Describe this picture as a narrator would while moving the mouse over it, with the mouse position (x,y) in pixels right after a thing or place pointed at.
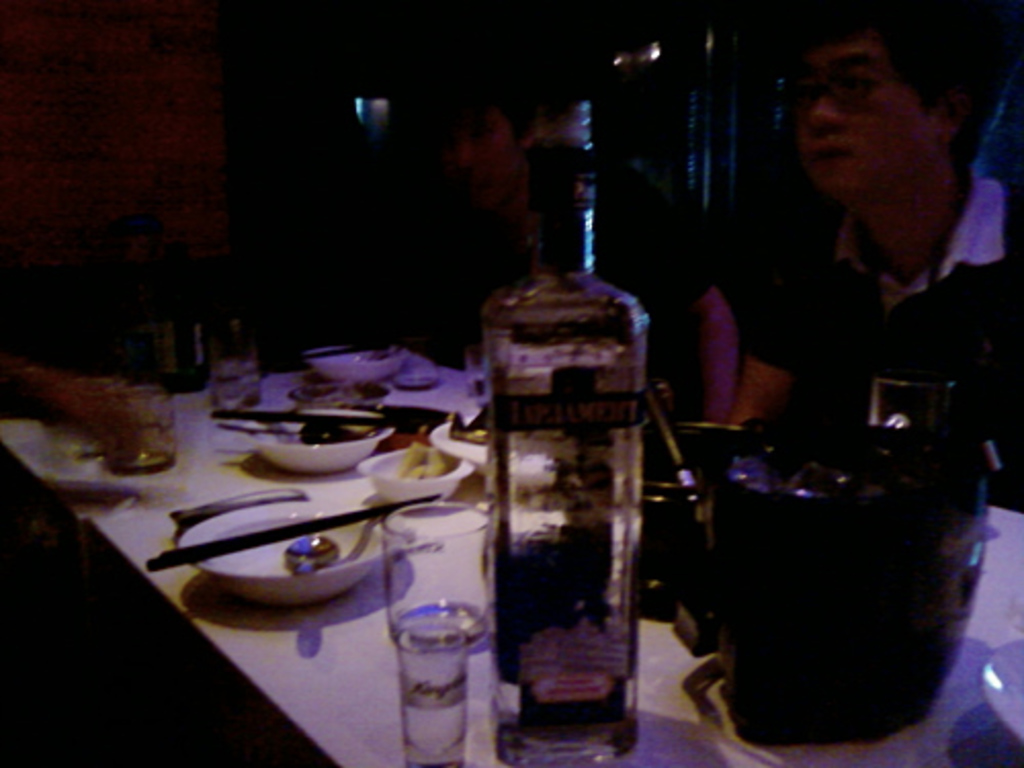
In this image there is a table (242,641), on that table (390,756) there are bowls (461,441), glasses (404,513), bottles (537,479), in that bowls (359,526) there is food item (352,424), behind the table (443,382) there are two persons (929,331) sitting on chairs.
